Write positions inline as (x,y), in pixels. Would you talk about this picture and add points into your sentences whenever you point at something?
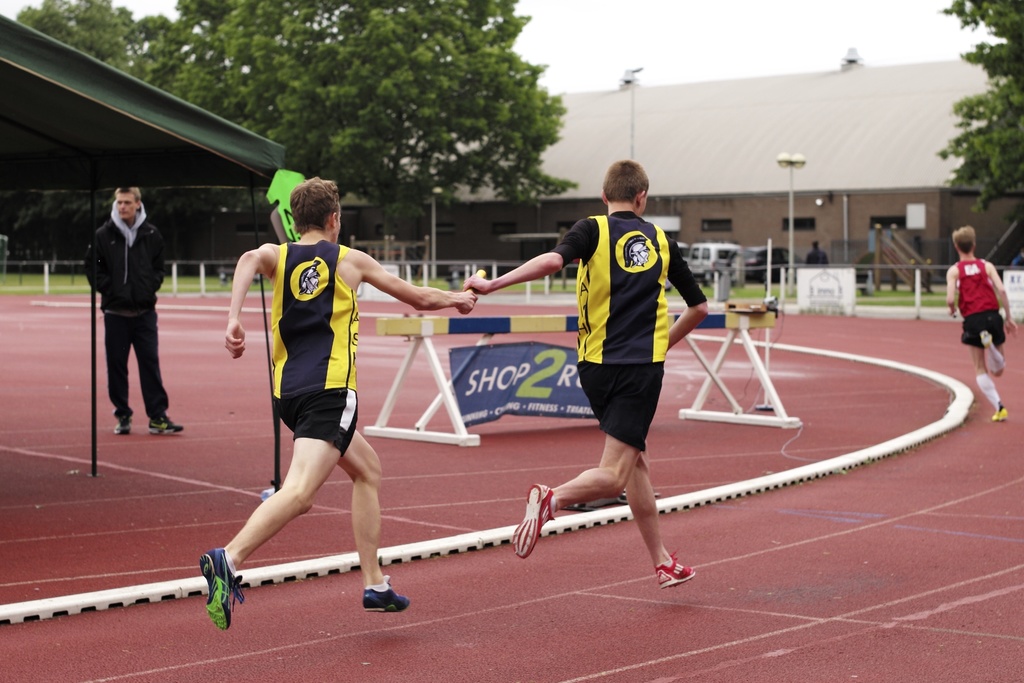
In this image we can see three people (603,351) running on the running track (831,565). There are poles (765,401), trees (435,145). There is a person (140,214) standing to the left side of the image (150,291). There is a tent (149,128). There is a banner (523,385) with some text (491,376) on it. At the top of the image (666,18) there is sky (668,15).
